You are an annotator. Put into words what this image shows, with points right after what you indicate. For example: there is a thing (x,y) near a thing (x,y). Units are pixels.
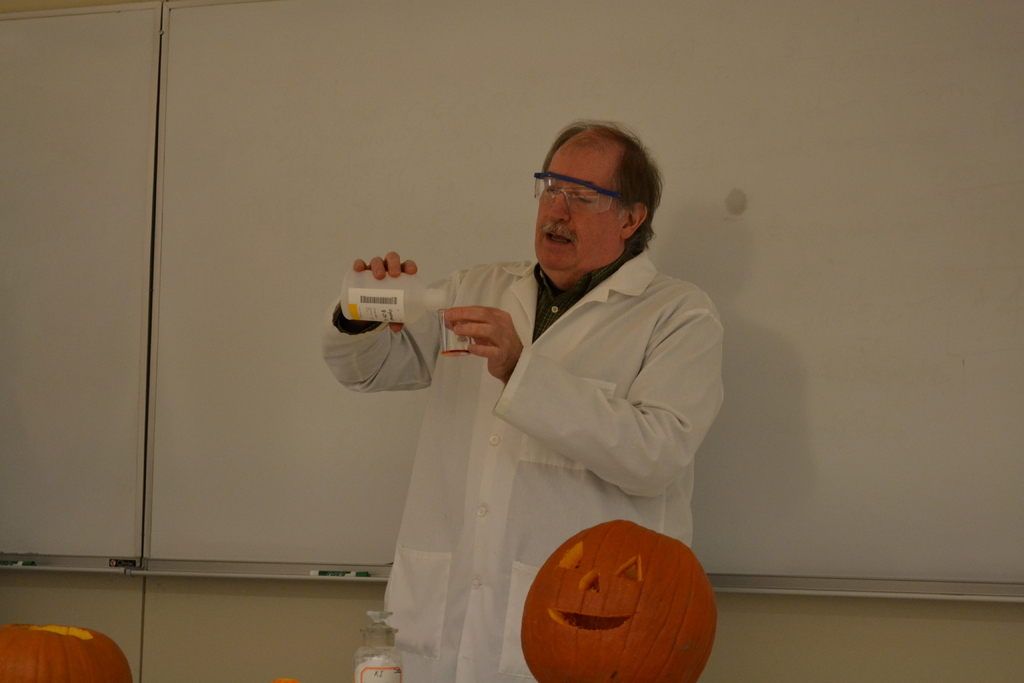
In this picture we can see an old man (572,505) wearing a white apron (584,352) and glasses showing a chemistry experiment (376,314) to someone.
